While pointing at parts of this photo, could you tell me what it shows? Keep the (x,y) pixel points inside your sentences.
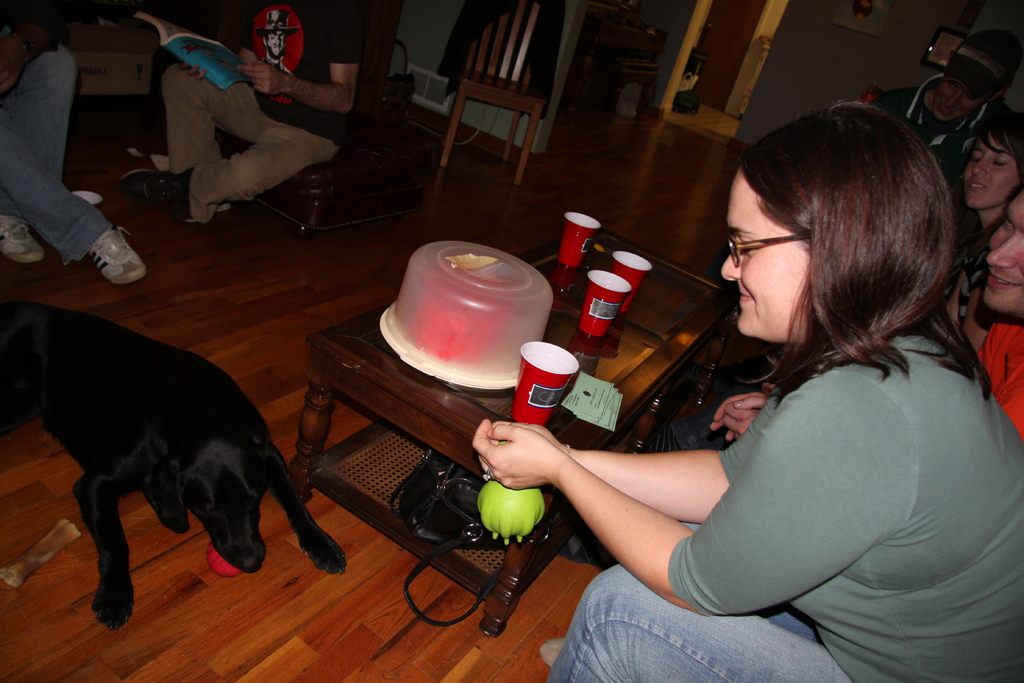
In this image we can see a woman (817,468) sitting on the sofa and looking at the dog (214,445). There are few glasses (530,380), cake box (479,335) and bag (435,493) on the table (390,500). There are few more people (998,292) in the background (998,304).
